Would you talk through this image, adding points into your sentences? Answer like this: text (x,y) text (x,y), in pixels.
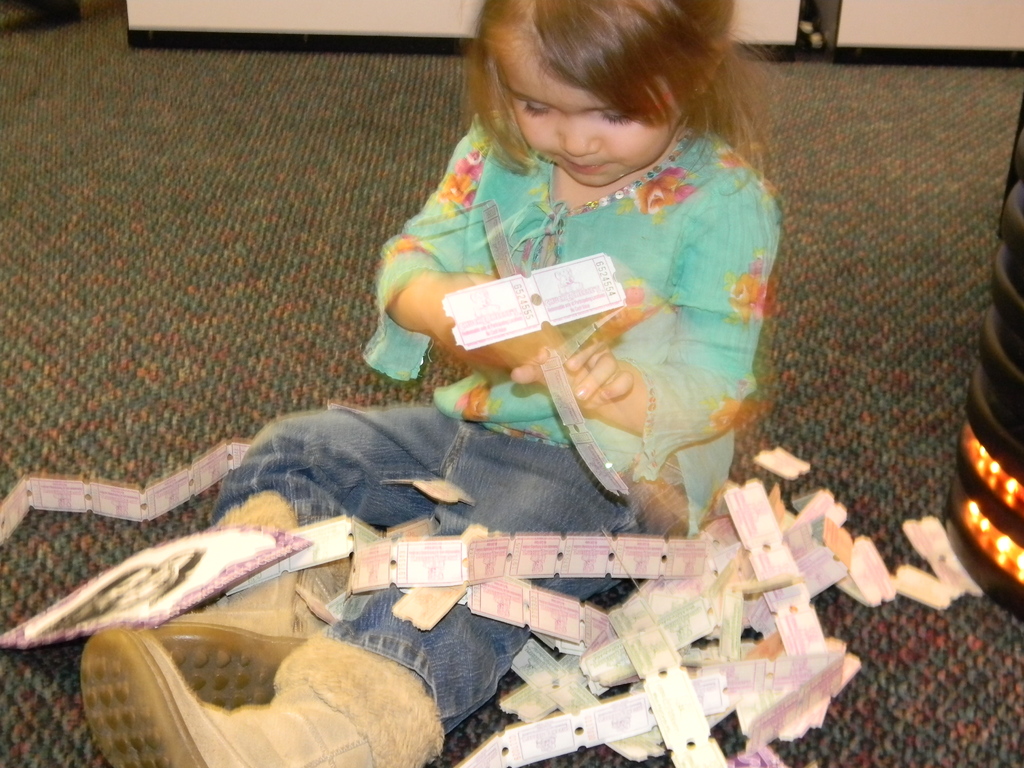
In this picture there is a small girl (420,369) who is sitting on the rug (367,383) in the center of the image (381,454), she is playing.
